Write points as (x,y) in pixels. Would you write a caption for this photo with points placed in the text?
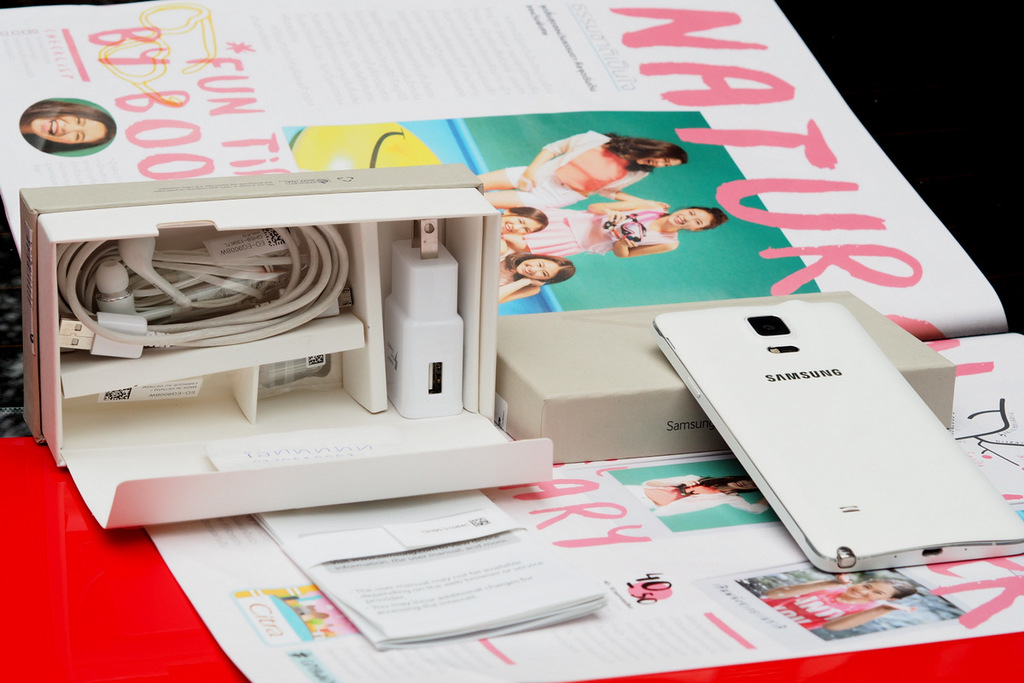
In this image I can see a mobile (736,420). There is a mobile box (314,505) with adaptor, earphones (117,291) and a charging cable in it. Also there are papers (494,542) on an object (19,507).
